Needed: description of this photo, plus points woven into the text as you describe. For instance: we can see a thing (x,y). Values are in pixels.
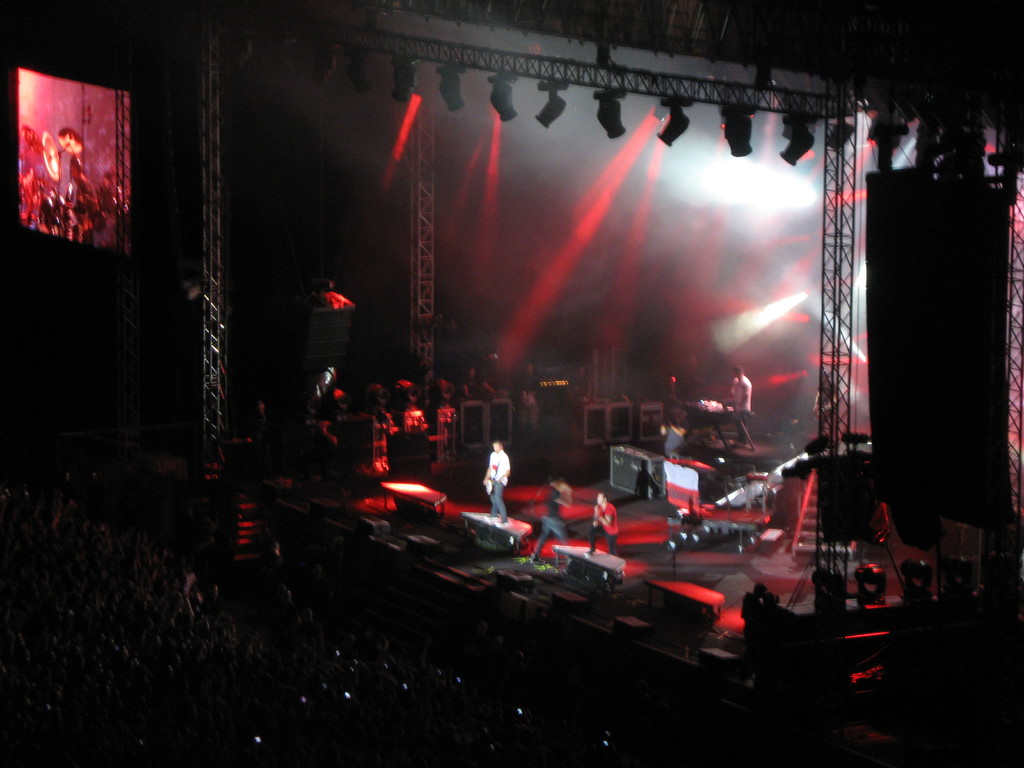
In the middle of the image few people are standing and playing some musical instruments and there are some electronic devices (384,467). Top of the image (402,82) there is roof (874,38) and lights (493,141). Top left side of the image (103,127) there is a screen (95,105).
